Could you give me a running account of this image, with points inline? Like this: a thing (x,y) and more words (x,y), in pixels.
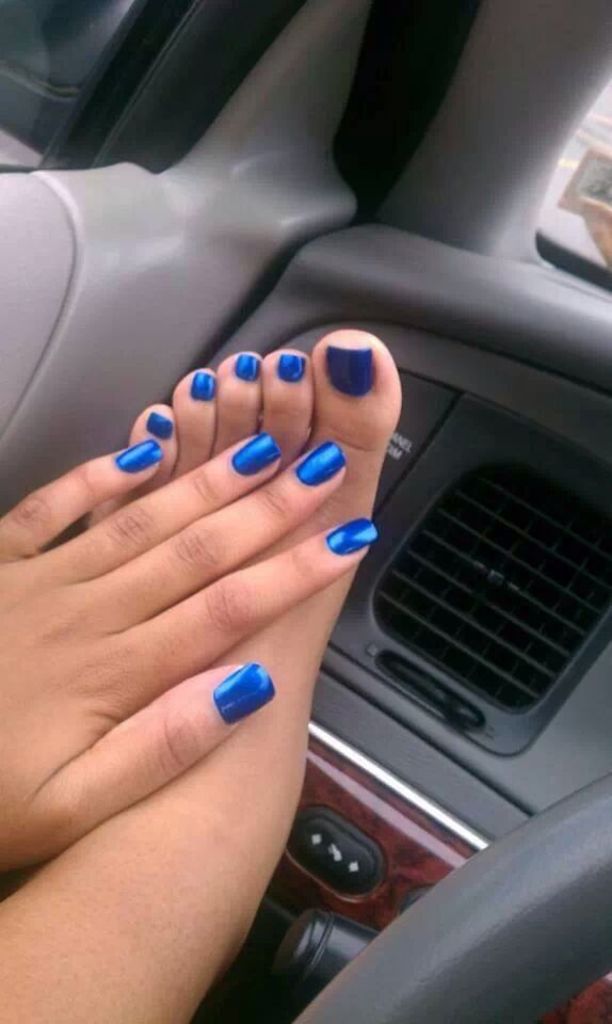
In this picture we can see a person hand (112,671) and a leg (170,442), steering wheel (453,898) and this is an inside view of a vehicle (104,242).
